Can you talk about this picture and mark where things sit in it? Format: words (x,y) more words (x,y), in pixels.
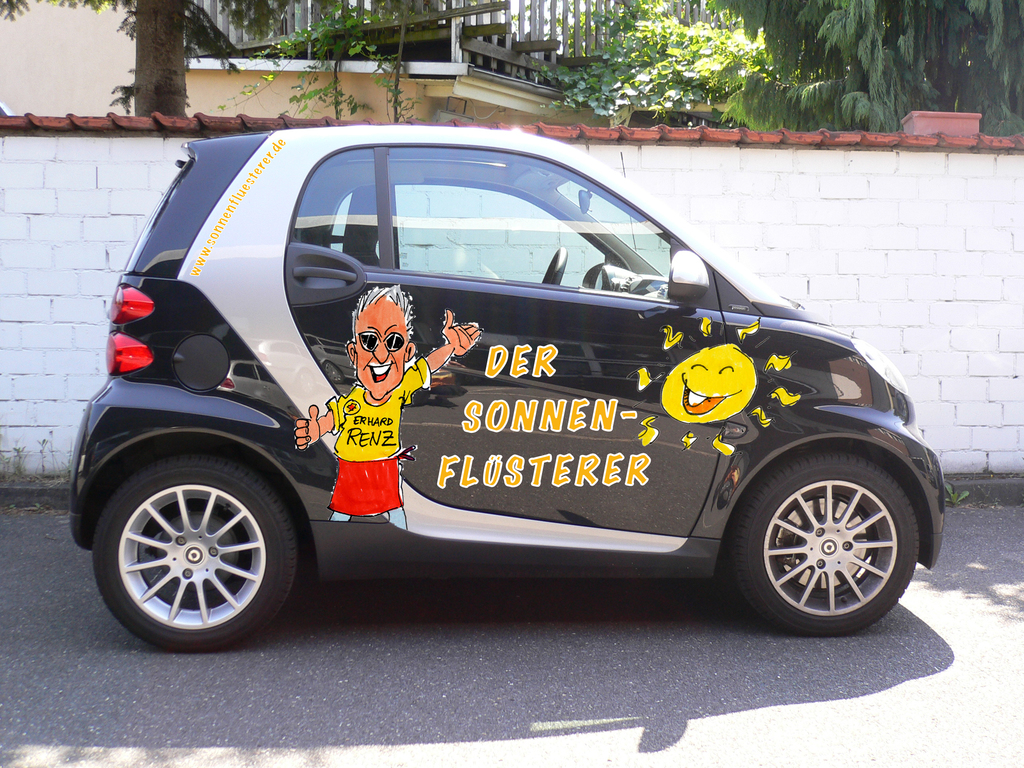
It's a car (567,414) which is in black color and there are cartoon pics (643,429) on it. This is a brick wall (875,242) which is in white color. There are trees (934,67) in the back side of an image (916,68).
